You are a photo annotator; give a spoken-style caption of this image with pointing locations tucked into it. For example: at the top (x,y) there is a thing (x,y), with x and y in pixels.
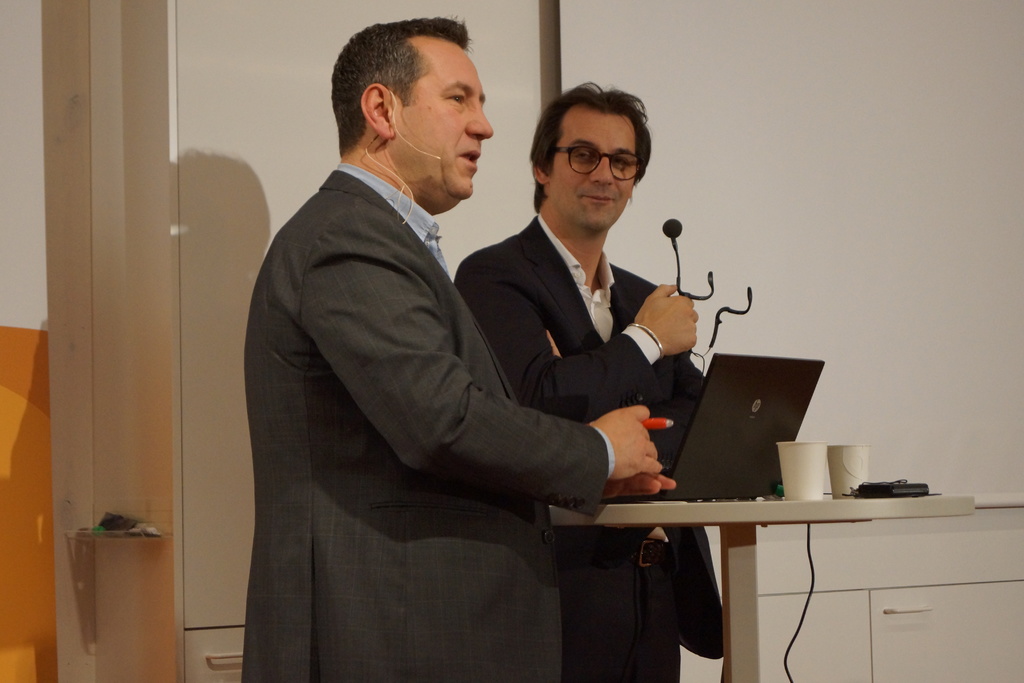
Here, at the middle (356,282) there are two men (421,419) standing, one is holding a black color microphone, there is a table (767,519), on that table (647,518) there is a black color laptop (779,394), at the background (918,446) there is a white color wall (835,151).
